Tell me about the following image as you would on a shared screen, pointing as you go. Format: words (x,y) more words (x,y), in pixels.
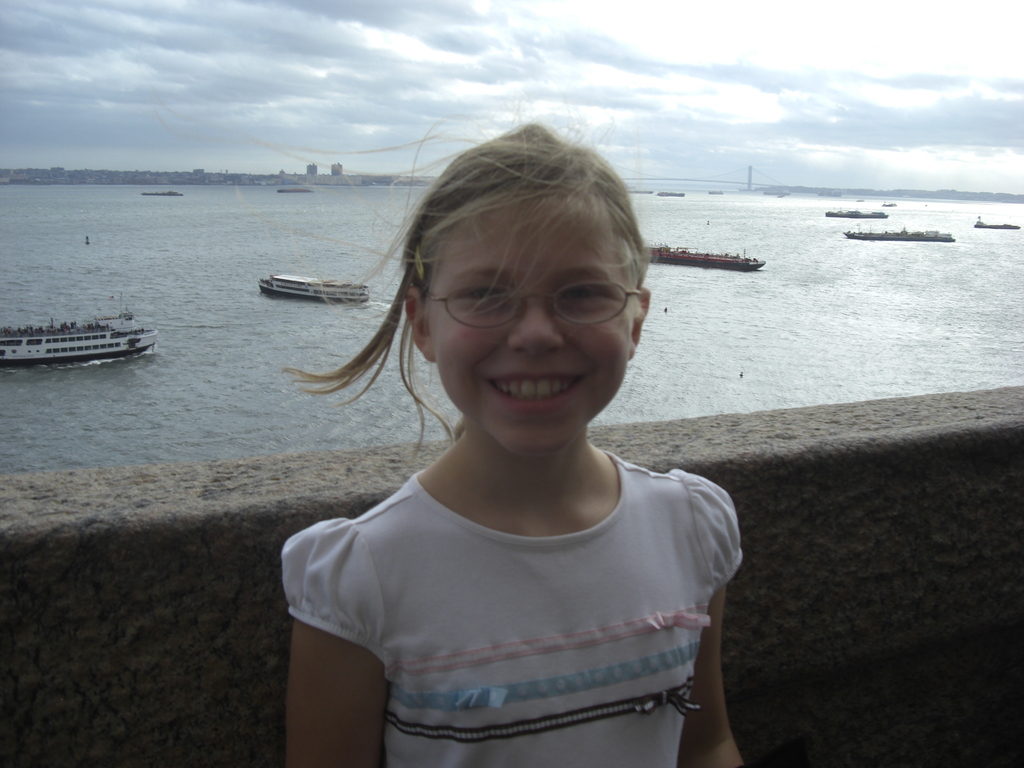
In the image there is a girl (490,250) standing in front of wall (1010,545) smiling and behind her there is ocean (188,311) with ships (133,321) in it and above its sky (378,45) with clouds (404,14).
